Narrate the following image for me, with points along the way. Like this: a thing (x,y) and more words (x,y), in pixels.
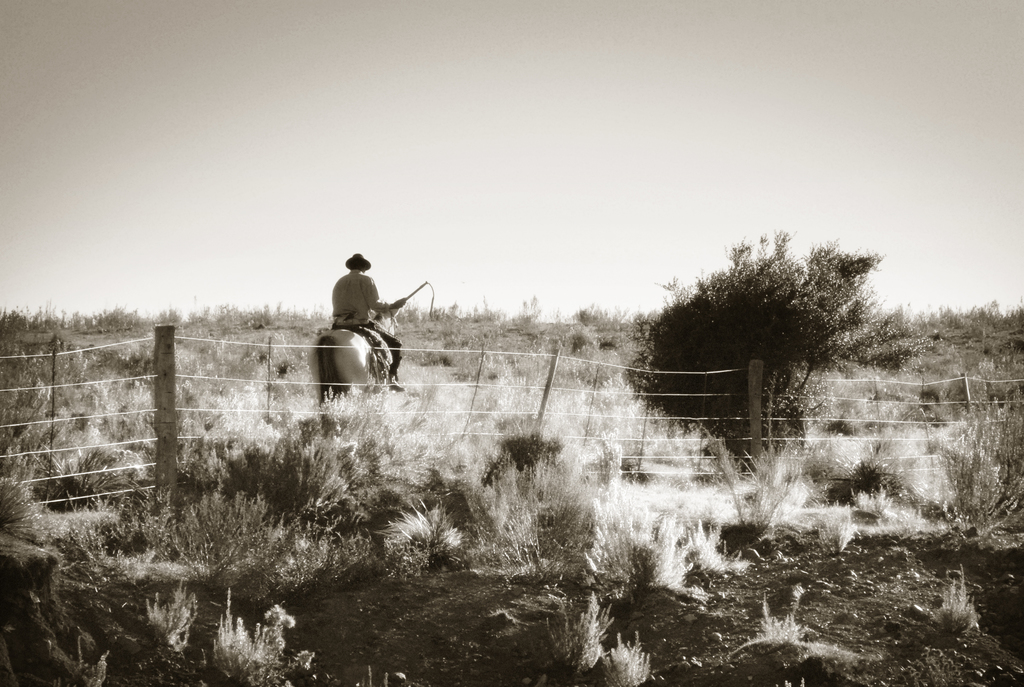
In this picture there is a person (357,289) sitting on the horse (365,367) and some plants (607,412) and grass (559,434) around him.
